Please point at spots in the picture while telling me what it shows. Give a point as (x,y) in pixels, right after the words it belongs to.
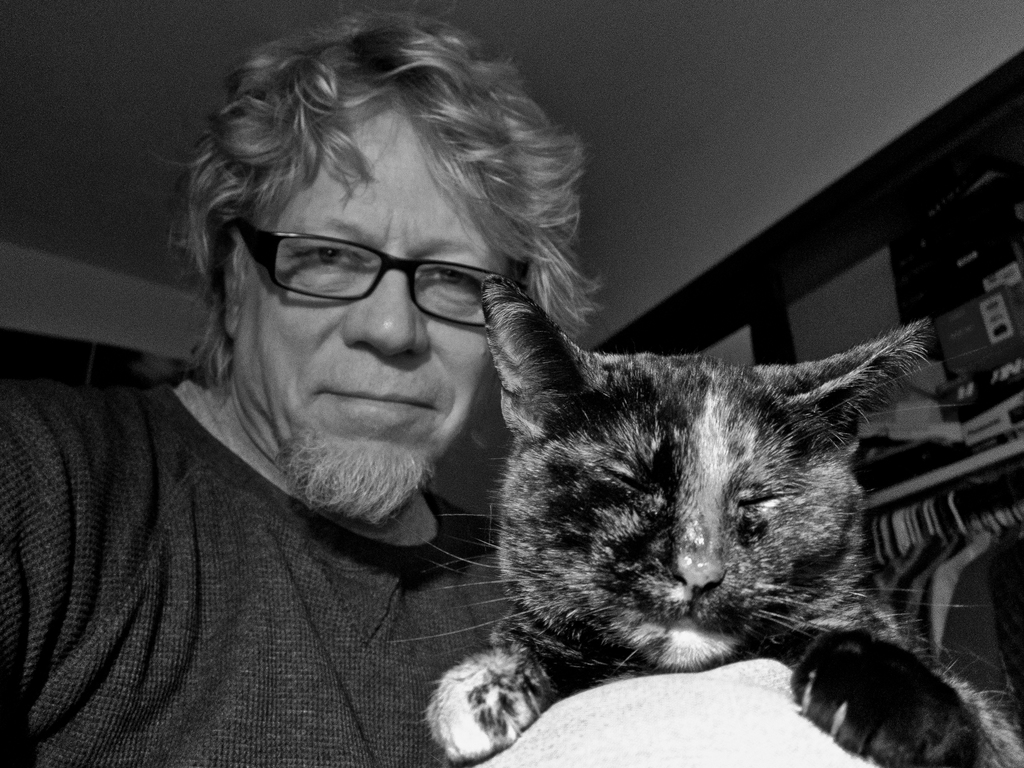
This is a black and white picture, in this image we can see a cat (733,629) and a person (370,459) wearing the spectacles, also we can see some objects (1010,207).
